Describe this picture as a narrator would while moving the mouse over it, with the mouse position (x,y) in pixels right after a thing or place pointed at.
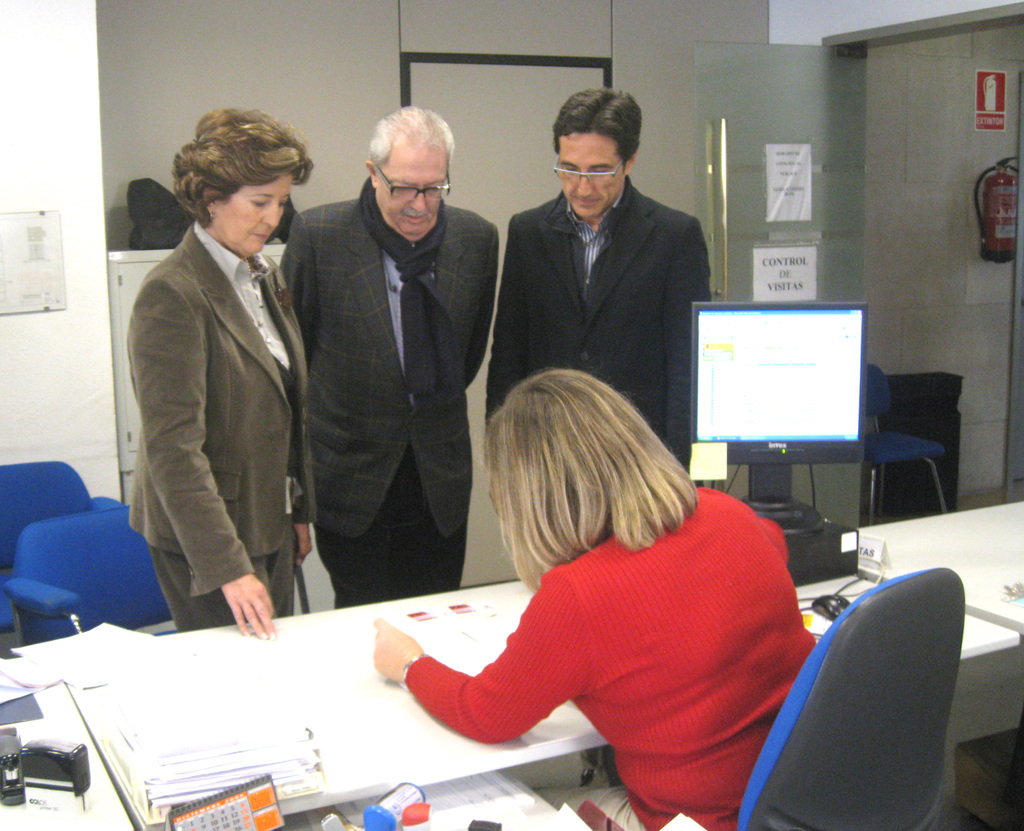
In the image we can see four persons (603,513). In the center (641,324) we can see three persons (352,305) were standing. And in the bottom (678,643) we can see the lady (679,665) she is sitting. And between them we can see the table (488,598), on table (473,591) we can see some objects (481,612). And coming to the background (563,86) we can see the wall (315,69) and some sign boards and some objects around them.
